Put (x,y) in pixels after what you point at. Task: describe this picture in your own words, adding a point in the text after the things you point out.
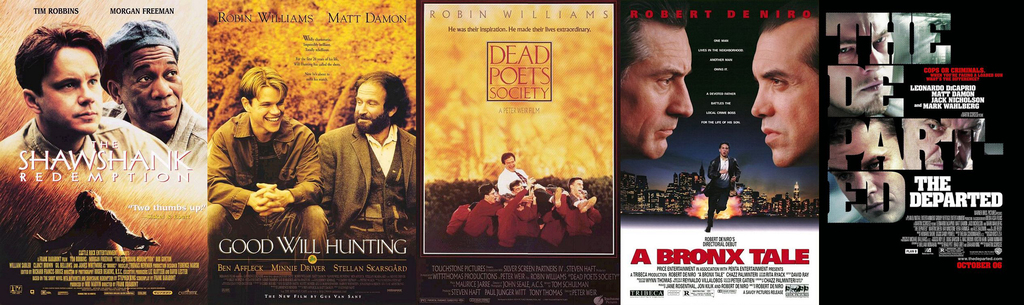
In this picture we can see posters (634,118), in these posters (328,205) we can see people (373,207) and some information.
